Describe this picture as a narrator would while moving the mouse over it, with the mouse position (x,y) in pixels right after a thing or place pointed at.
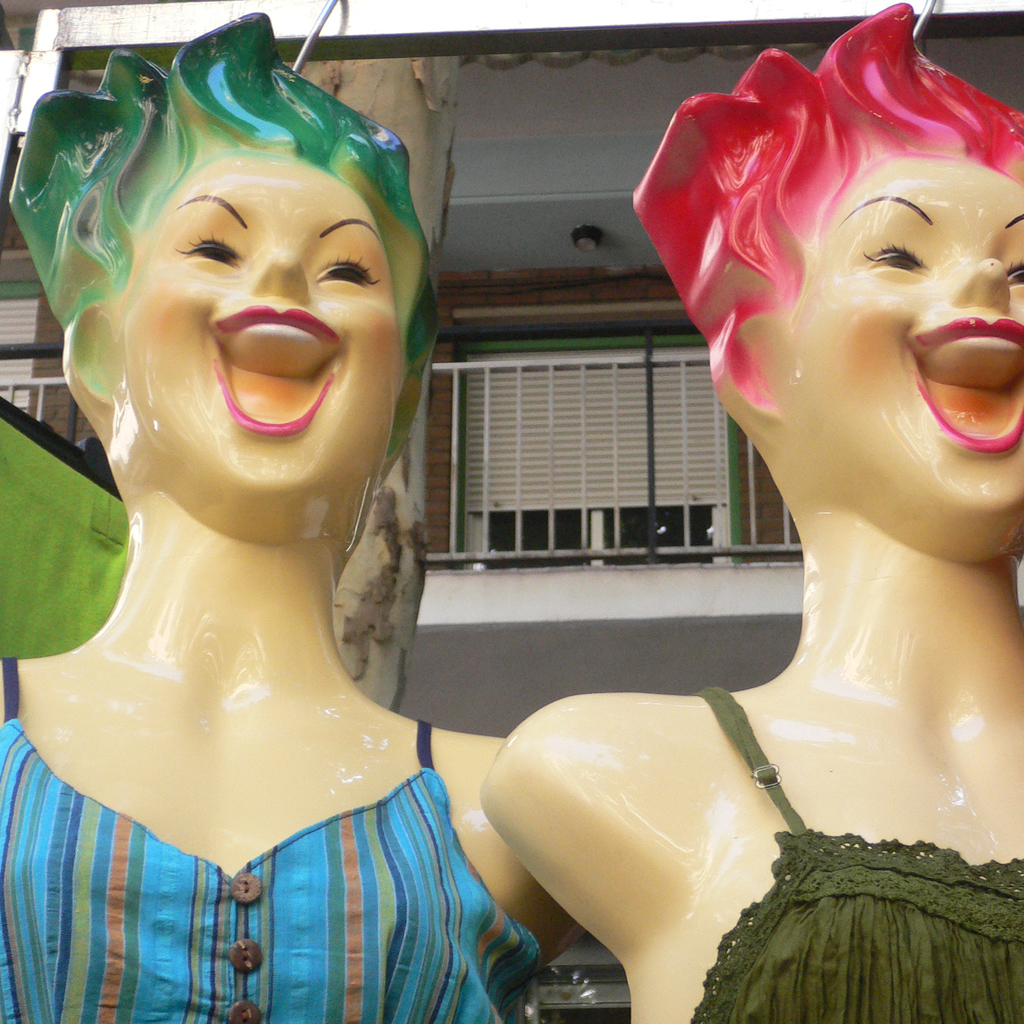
Here in this picture we can see two dolls (349,735), which are dressed up and present over there and behind that we can see a trunk (411,139) of a tree (419,405) and we can also see a railing (487,392) present on the building (428,664) and we can also see a window (570,521) present over there.
